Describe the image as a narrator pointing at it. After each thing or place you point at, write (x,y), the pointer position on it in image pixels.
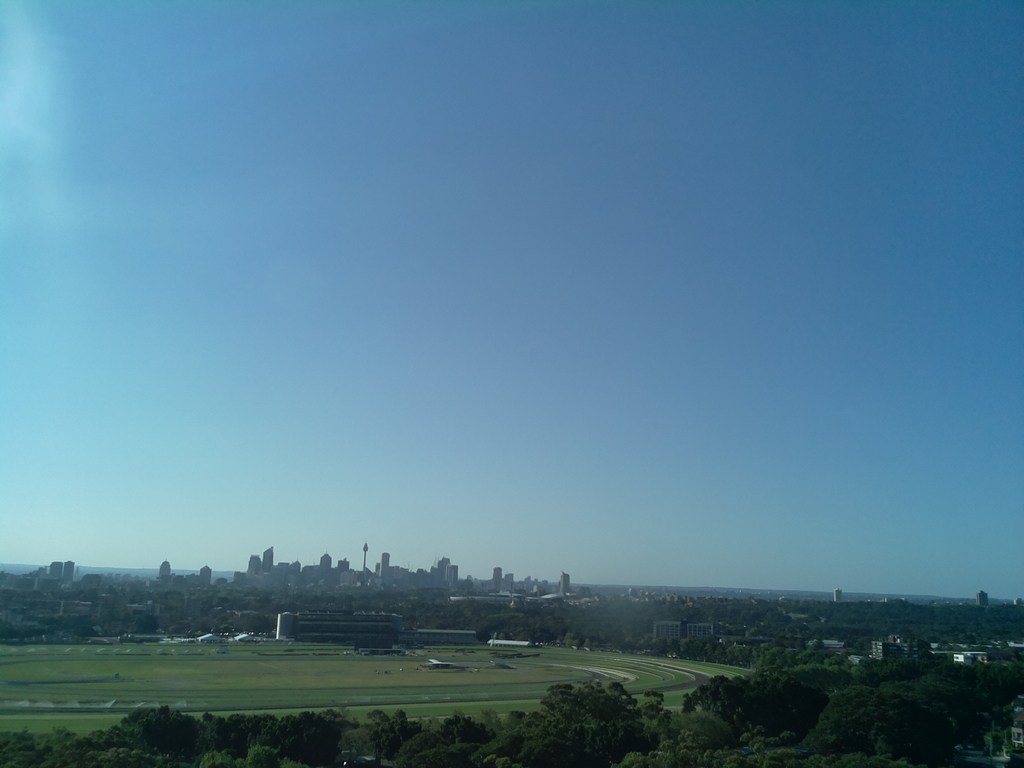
In this picture, we can see there are trees (783,689), buildings (363,584) and the sky (630,312).
